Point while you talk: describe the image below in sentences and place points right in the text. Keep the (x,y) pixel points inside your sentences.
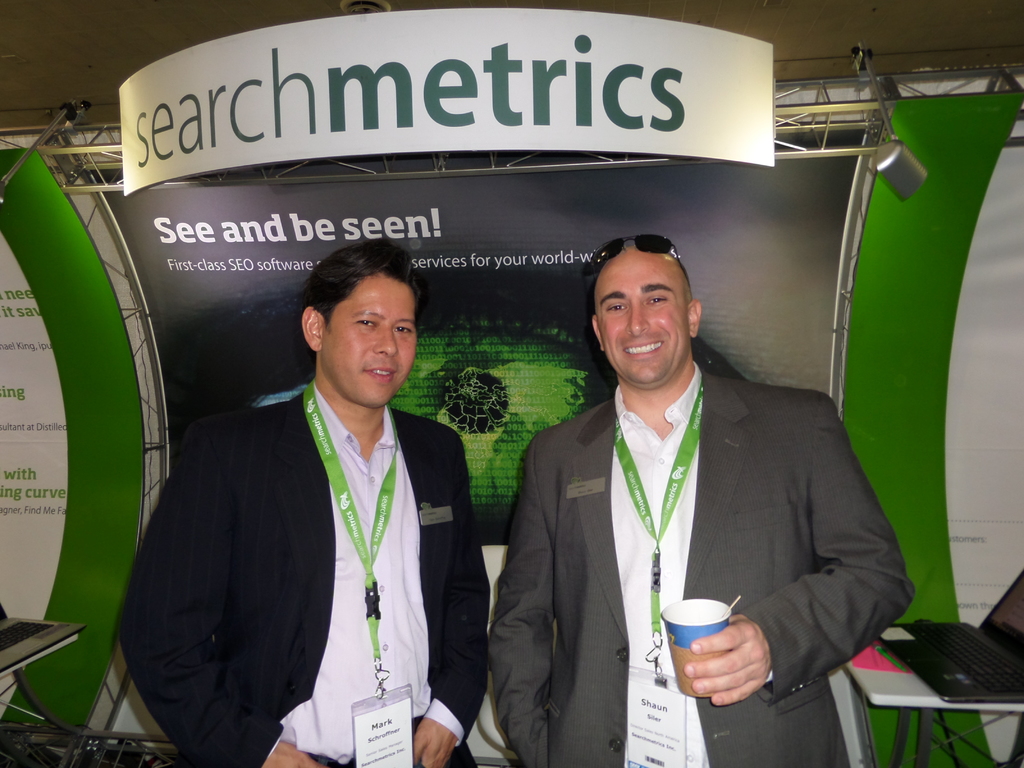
The man (803,723) in the right side of the picture (715,564) wearing a white shirt (643,569) and grey blazer (585,675) is holding a cup (712,616) in his hand (691,663) and he is smiling. Beside him, the man (244,586) in black blazer (290,536) who is wearing ID card (368,714) is standing and he is smiling. Behind them, we see a table (876,684) on which laptop (1004,628) is placed. Behind them, we see a board (35,388) in black, white and green color with some text (46,506) written on it. At the top of the picture (500,148), we see a white color board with text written as "SEARCH METRICS".
